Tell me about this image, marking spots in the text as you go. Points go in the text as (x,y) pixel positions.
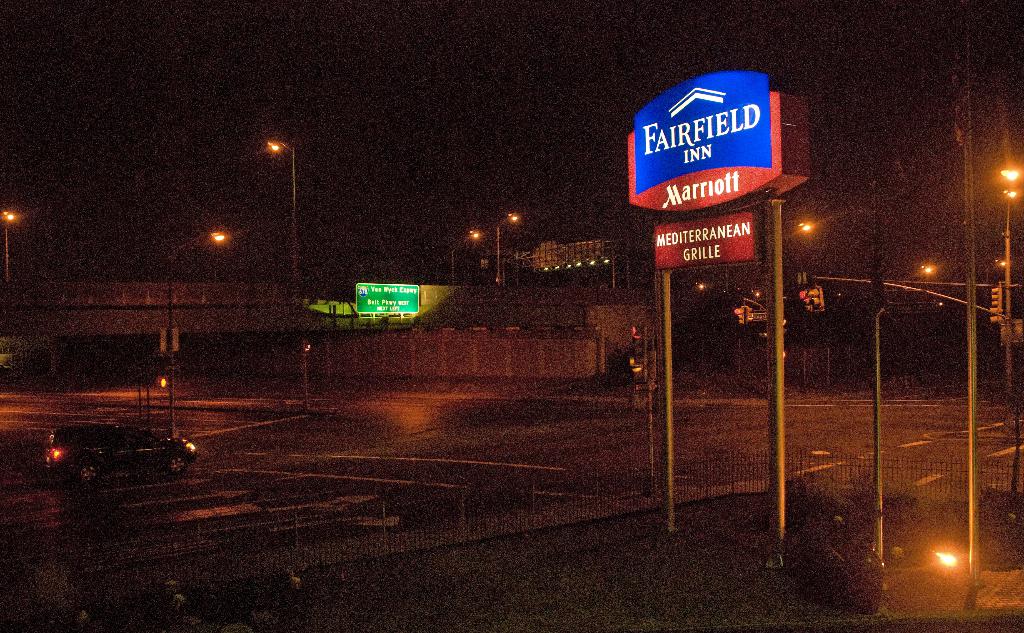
In this image there is a car (116,432) passing on the road (42,478), beside the car (149,457) there is a bridge (91,320), lamp posts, name boards (381,296), metal fence (724,467) and traffic lights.
